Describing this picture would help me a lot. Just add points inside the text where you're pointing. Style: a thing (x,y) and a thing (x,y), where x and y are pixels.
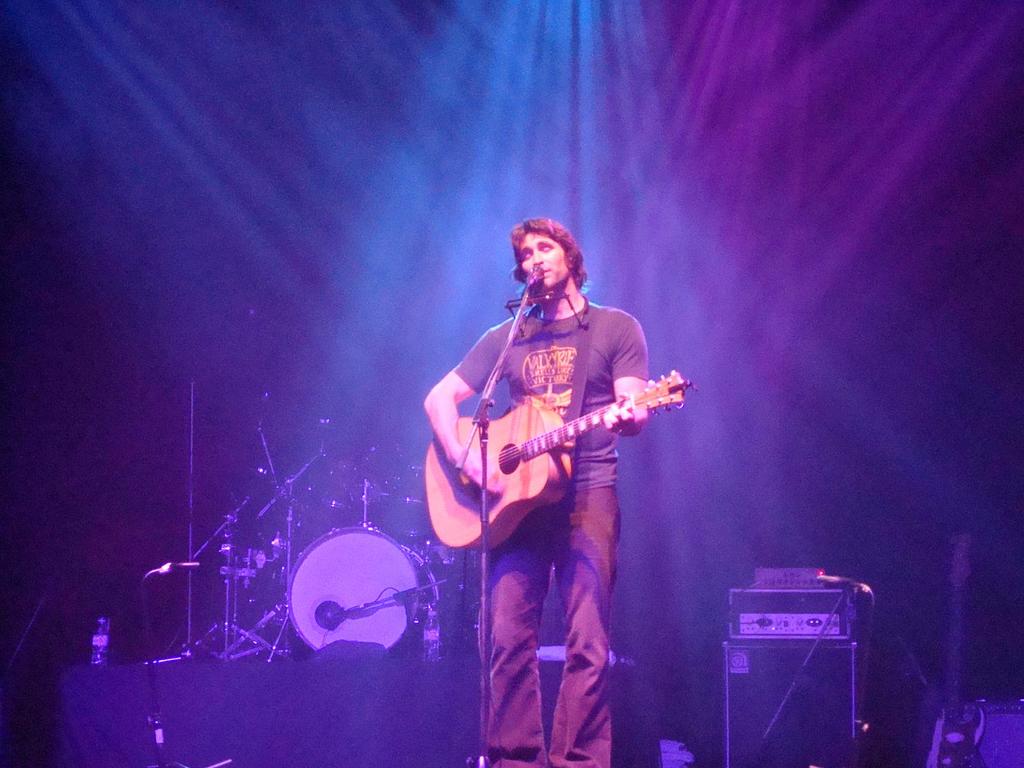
In this picture there is a man (573,482) playing a guitar (521,457) and singing. There is a mic (520,314). There is a loud speaker (771,680), bottle (99,650) and few other musical instruments (379,583) on the bench (338,687). There is a guitar (948,719).
